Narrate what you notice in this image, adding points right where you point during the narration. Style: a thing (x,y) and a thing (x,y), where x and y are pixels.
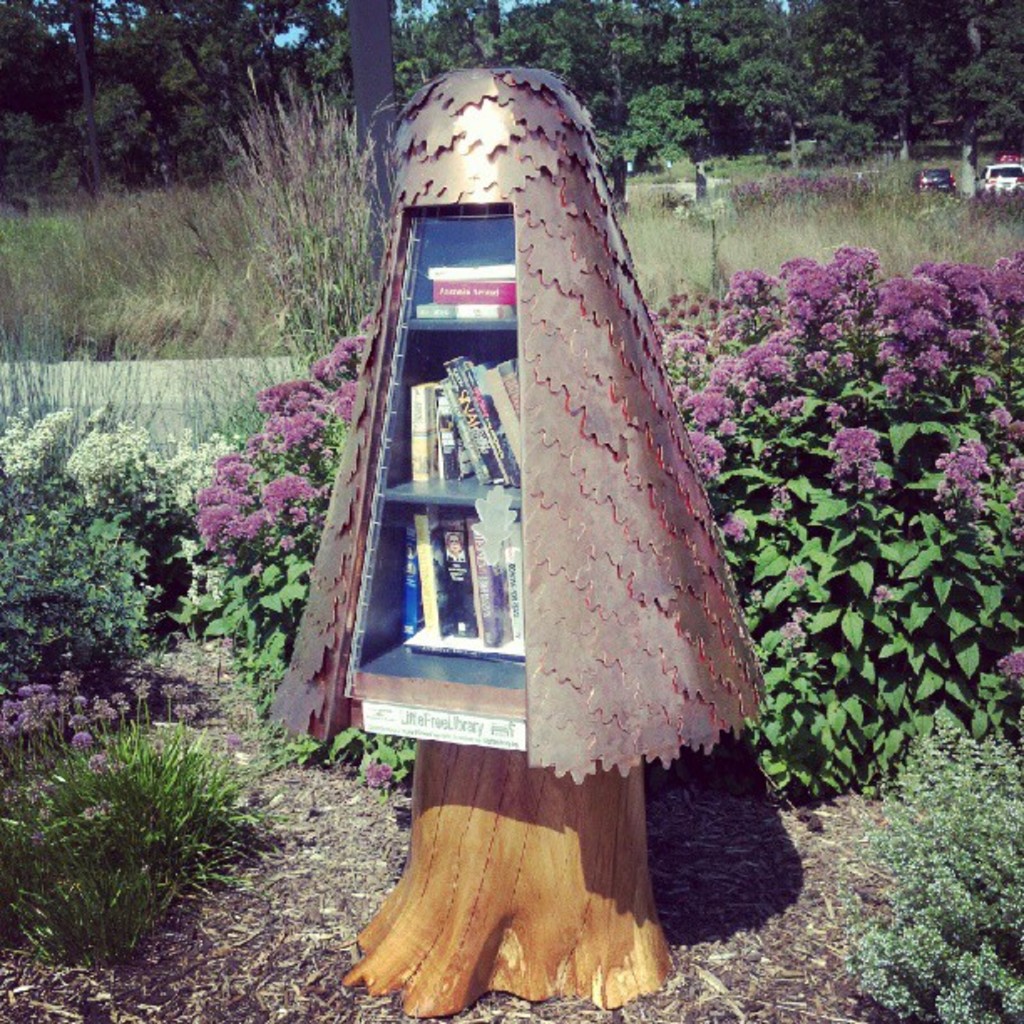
In the center of the image (453,613) we can see a cupboard (555,727) with some books (448,570) inside it placed in the shelves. We can also see some plants (78,699) with flowers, poles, a group of trees (675,151) and the sky (422,5).
